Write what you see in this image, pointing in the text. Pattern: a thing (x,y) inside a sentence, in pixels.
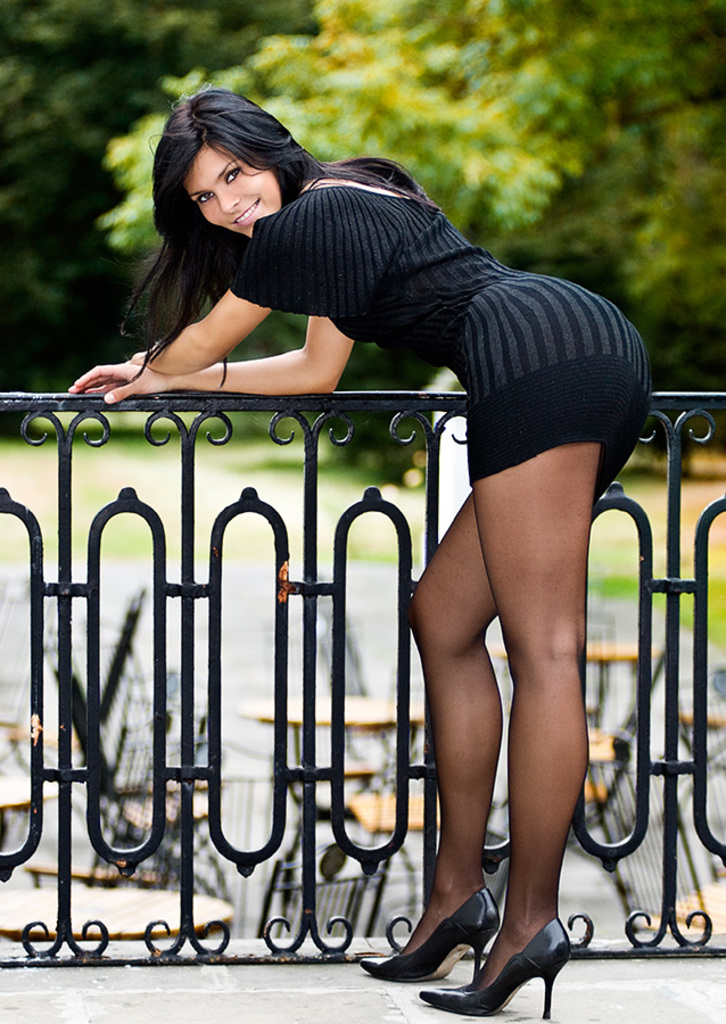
In the center of the image (431,623) a lady (457,934) is standing and we can see grills (217,692) are present. In the background of the image (270,732) we can see, table (410,824), chairs (350,804), road (247,664), grass (254,466), trees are there. At the bottom of the image (332,1012) floor (337,999) is there.
